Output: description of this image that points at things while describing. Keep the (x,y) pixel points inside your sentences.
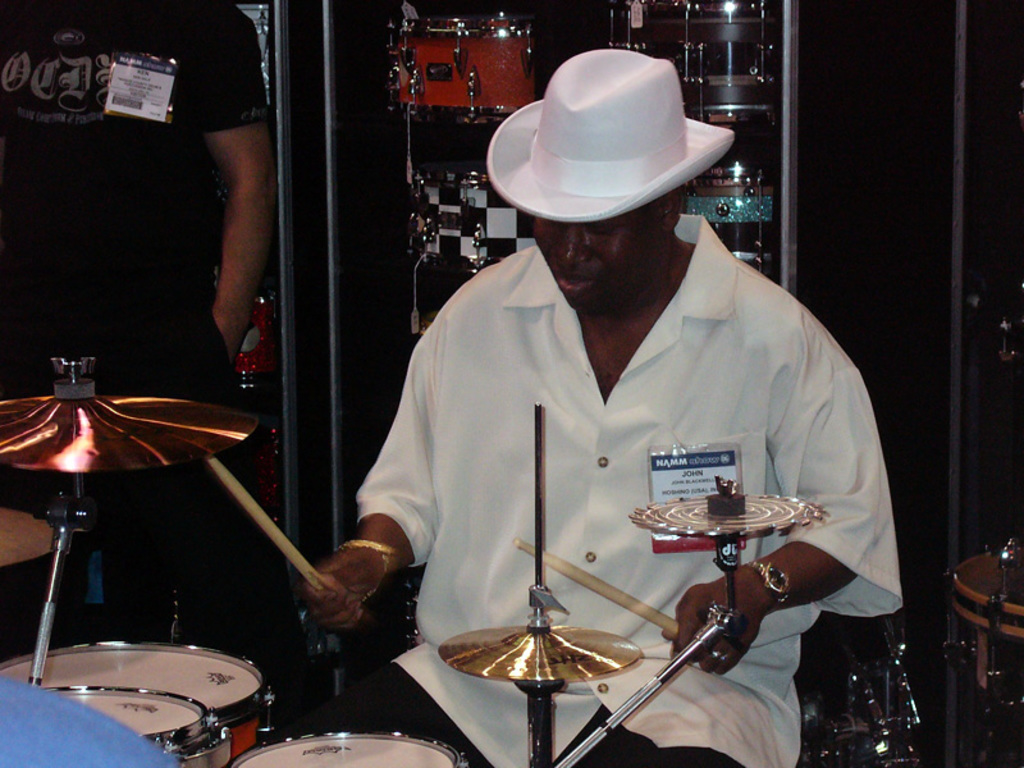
In the center of the image (492,321) there is a person (522,353) sitting at the musical instruments (88,515). On the left side of the image (1,77) there is a man (162,245). In the background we can see musical instruments (496,106).
